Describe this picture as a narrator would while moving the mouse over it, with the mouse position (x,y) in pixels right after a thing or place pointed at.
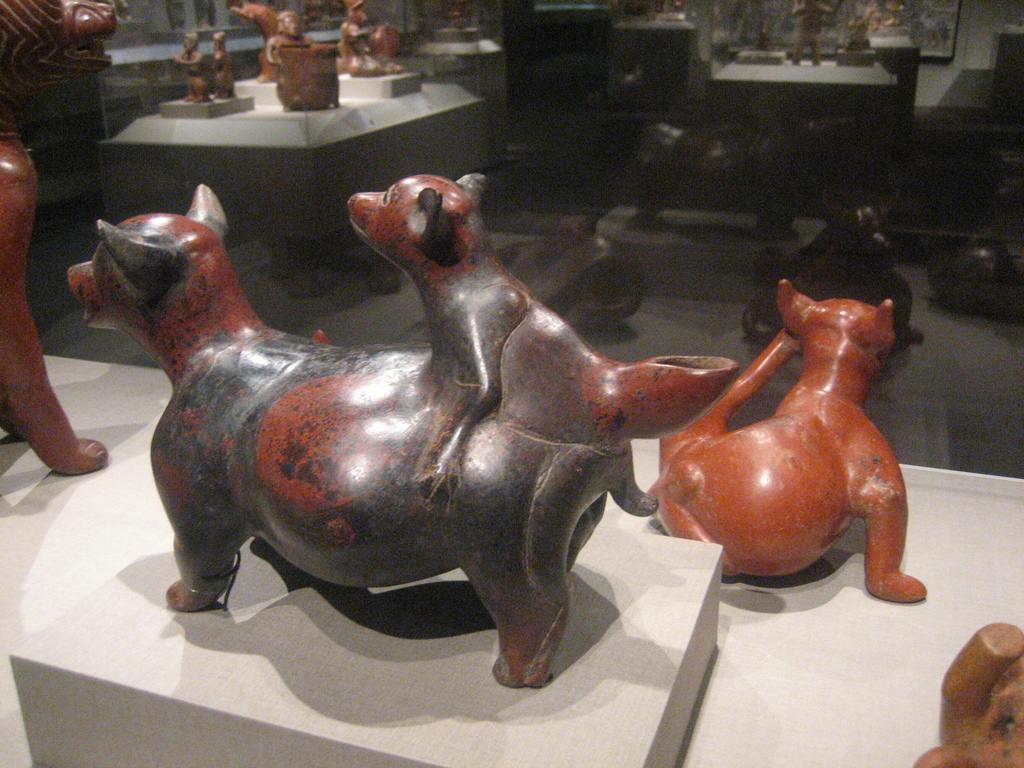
In this image we can see a sculptures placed on a surface (619,703) and in the background (270,38), we can see different types of sculptures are placed on a surface (298,125).
